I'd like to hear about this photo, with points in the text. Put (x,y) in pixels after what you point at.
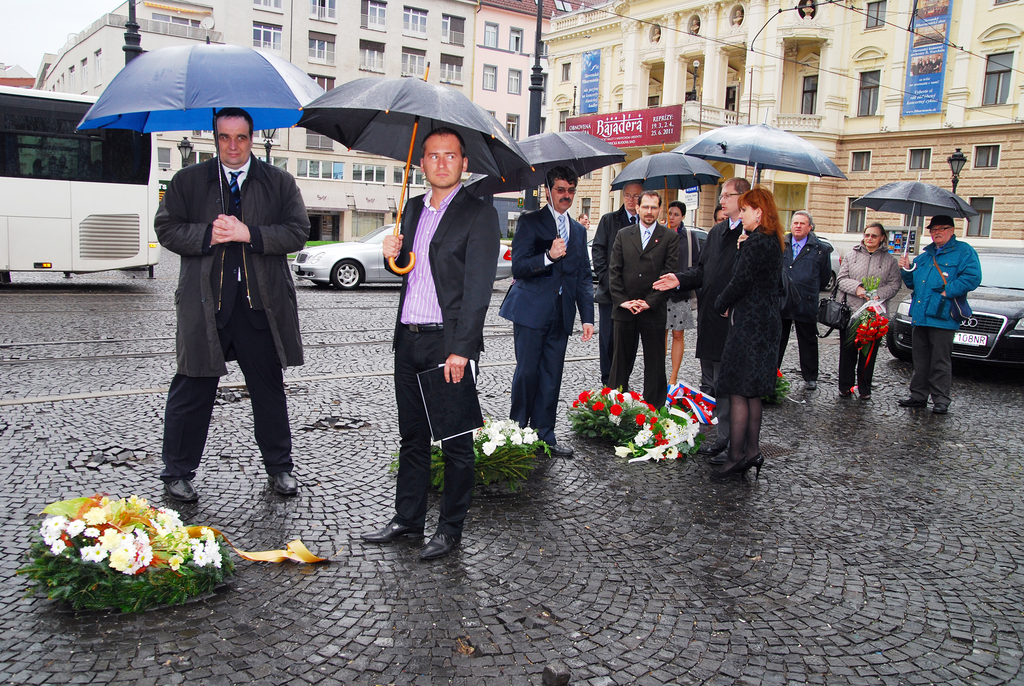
In this picture there are group of people (267,190) standing and few people (239,192) are holding the umbrellas (103,120). At the back (276,139) there are buildings (856,137) and there are boards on the buildings (677,143) and there is text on the boards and there are street lights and vehicles (351,251). At the top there is sky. At the bottom (77,603) there are bouquets (702,423) on the road (530,486).
